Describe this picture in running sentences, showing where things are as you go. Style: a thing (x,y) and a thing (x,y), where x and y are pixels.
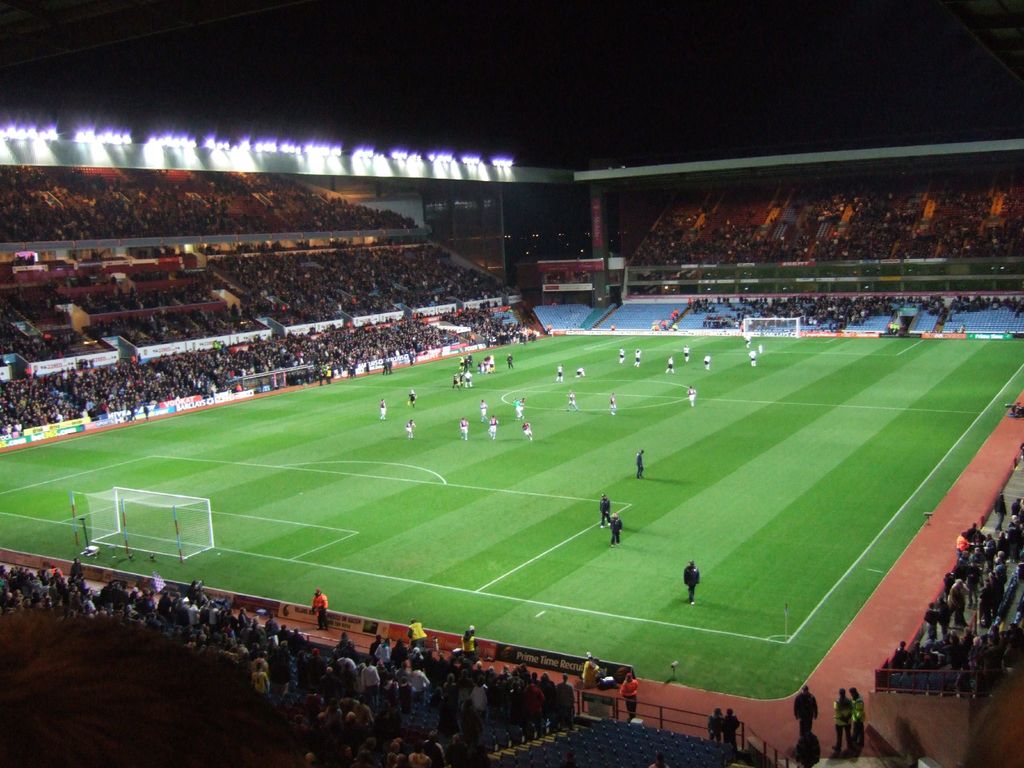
In this image I can see few people (282,309) sitting on the chairs (675,739) and few player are in ground (557,474). I can see net (198,523) and stairs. Top I can see lights (439,163).
